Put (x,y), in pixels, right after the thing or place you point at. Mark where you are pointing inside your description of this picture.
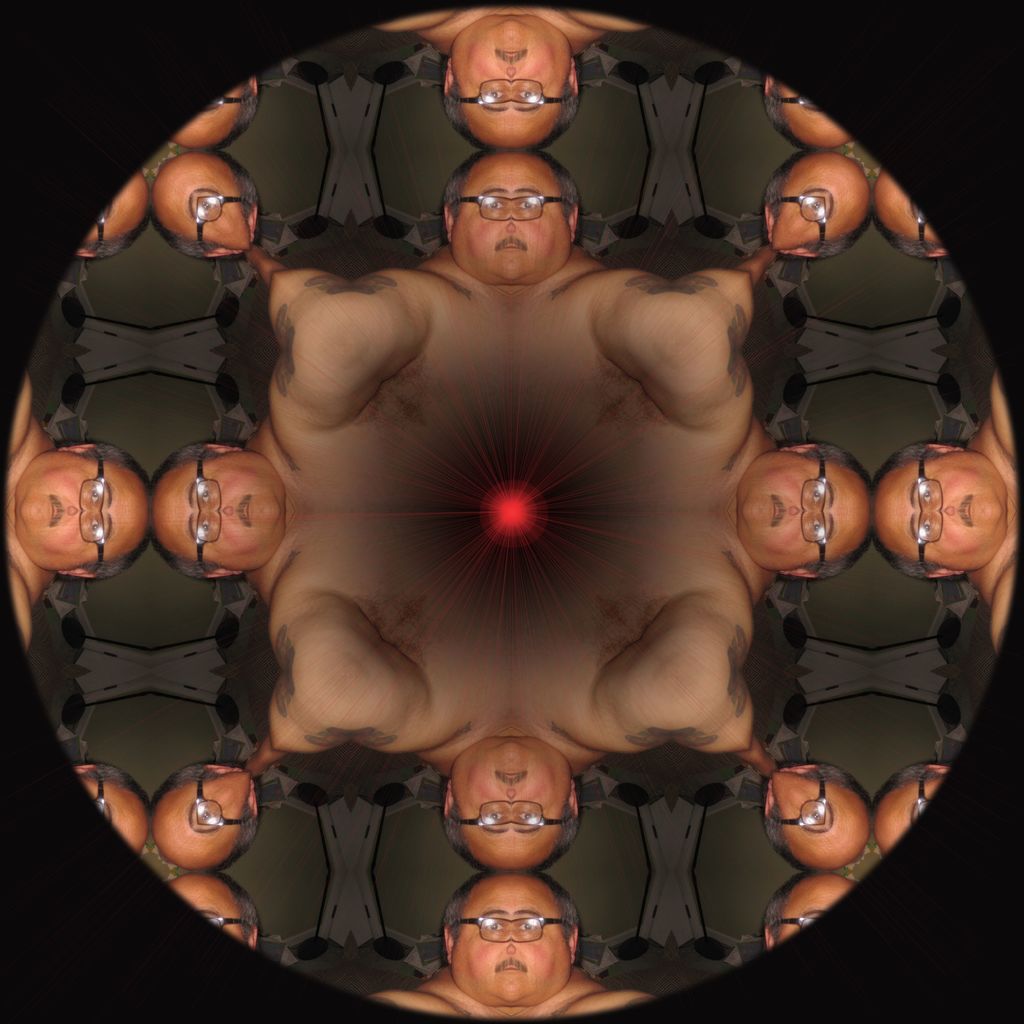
In this image I can see the edited picture in which I can see a person's face (537,187) wearing glasses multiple times.
